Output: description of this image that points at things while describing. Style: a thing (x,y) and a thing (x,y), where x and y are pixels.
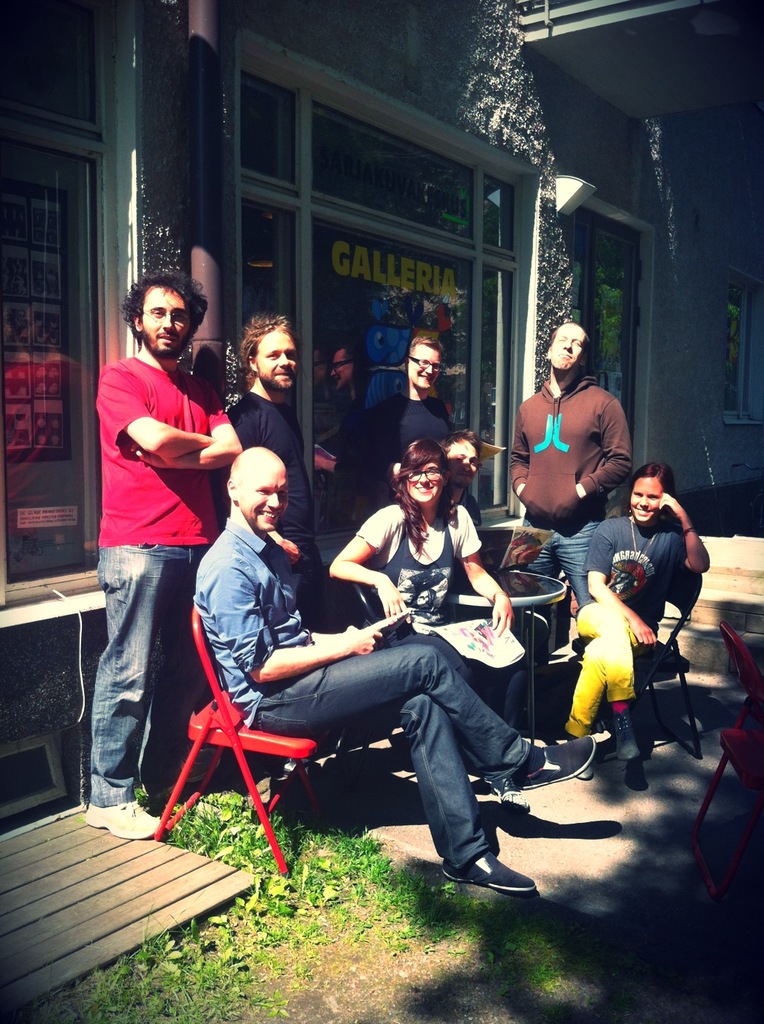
In this picture I can see group of people (409,671), there are chairs (747,735) and a table (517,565), and in the background (733,452) there is a building (226,214).
